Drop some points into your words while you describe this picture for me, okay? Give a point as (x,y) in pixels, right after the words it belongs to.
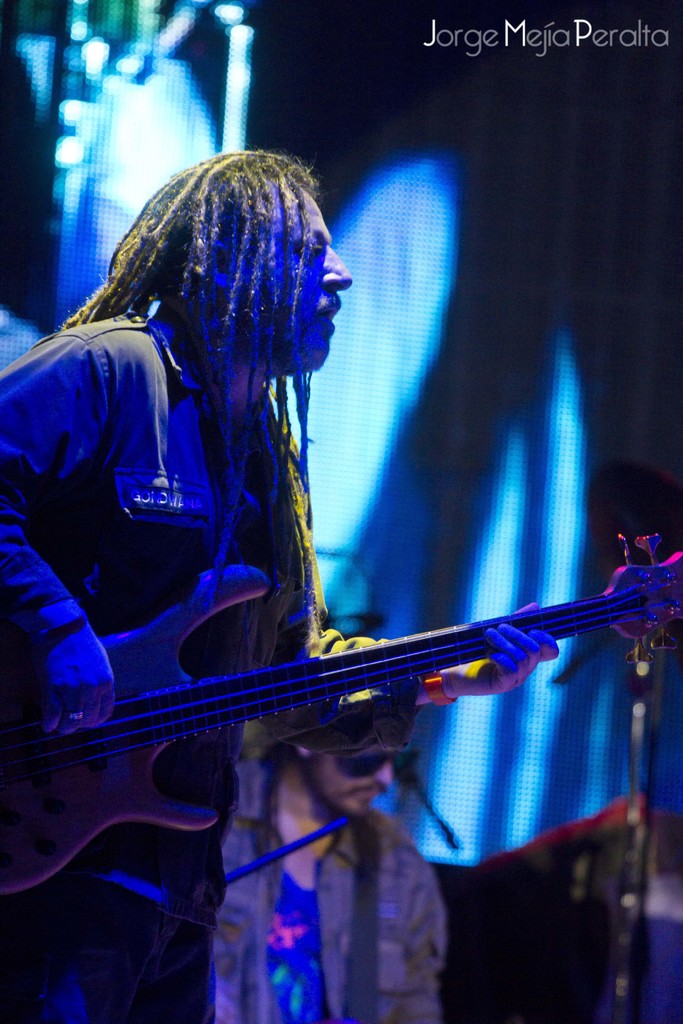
A man (233,239) is playing a guitar (186,621) in a rock concert.
